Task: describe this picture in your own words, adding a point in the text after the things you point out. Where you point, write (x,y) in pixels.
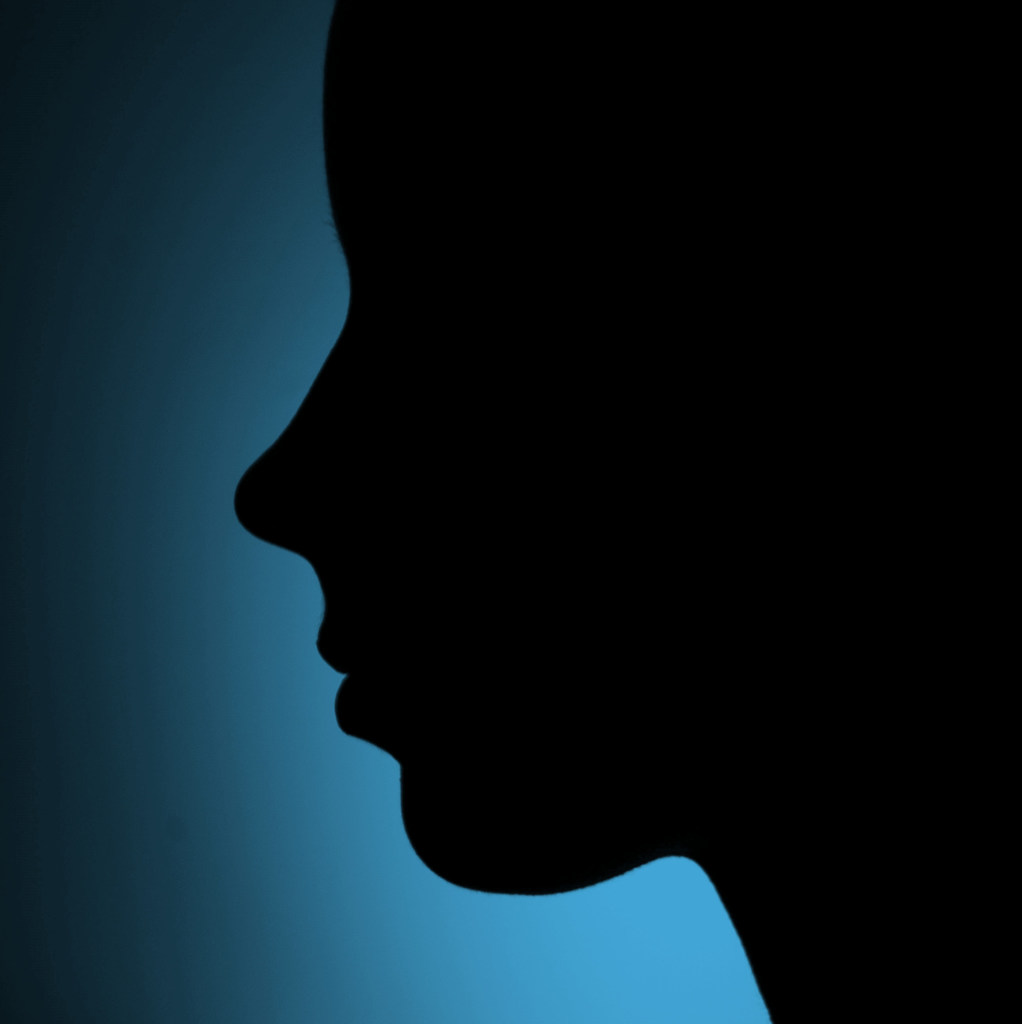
In this image I can see depiction of a face (356,496) which is in black colour. I can also see blue colour in background (225,784).
